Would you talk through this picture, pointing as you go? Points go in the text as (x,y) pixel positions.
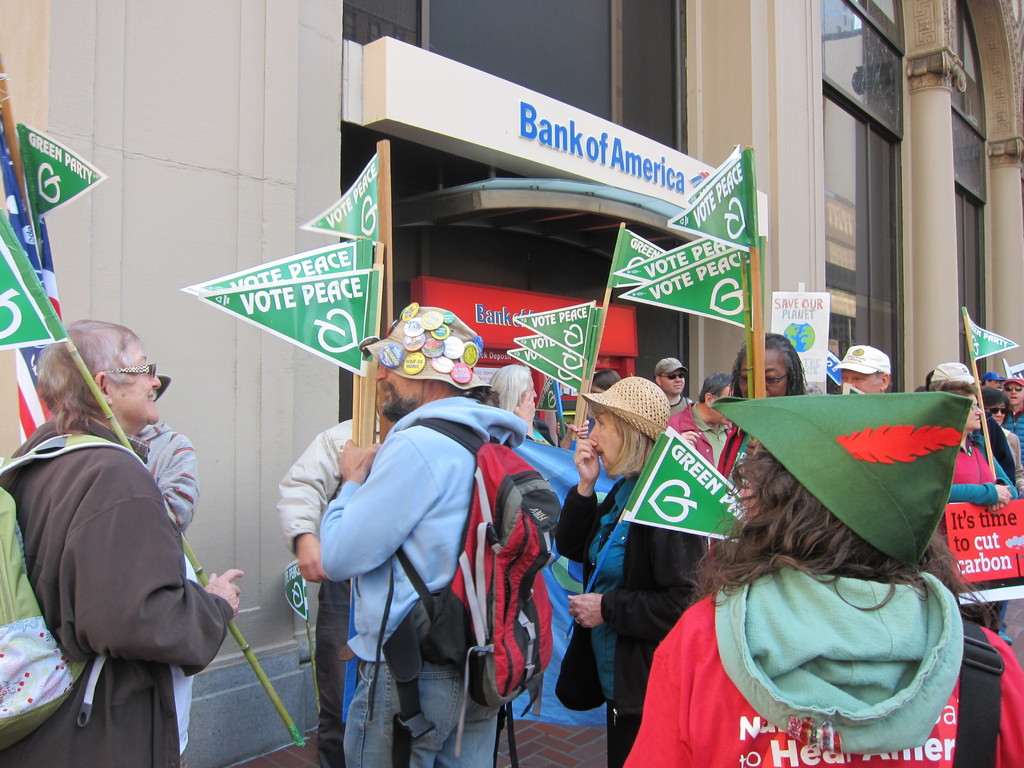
In this image we can see few people (624,584) standing near the building (324,379) and holding flags (347,346), there is some text (580,158) written on the building (615,177).
